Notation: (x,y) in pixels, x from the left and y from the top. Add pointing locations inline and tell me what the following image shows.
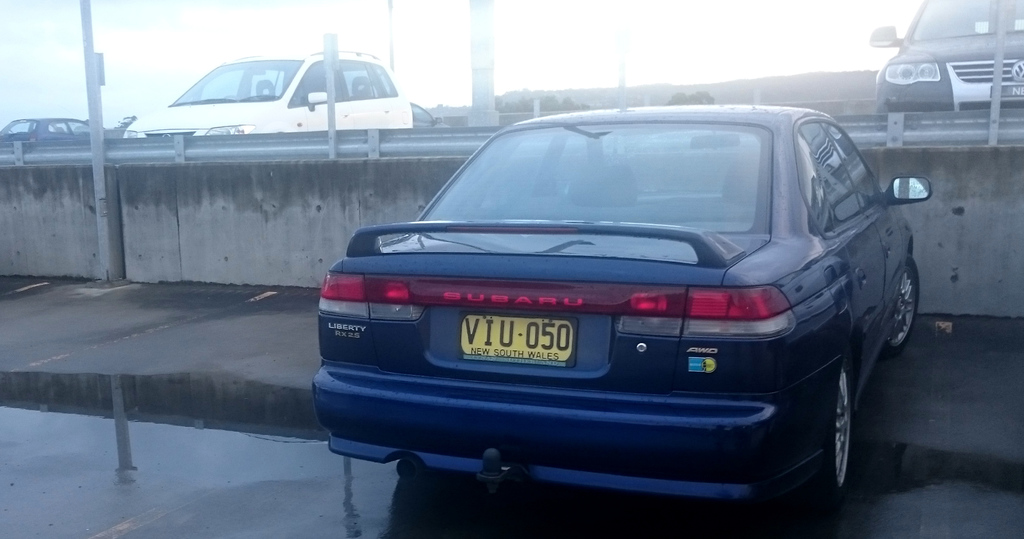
In this image I can see few cars (558,215) and few poles (95,105). Here I can see yellow colour number plate (496,340) and on it I can see something is written.
